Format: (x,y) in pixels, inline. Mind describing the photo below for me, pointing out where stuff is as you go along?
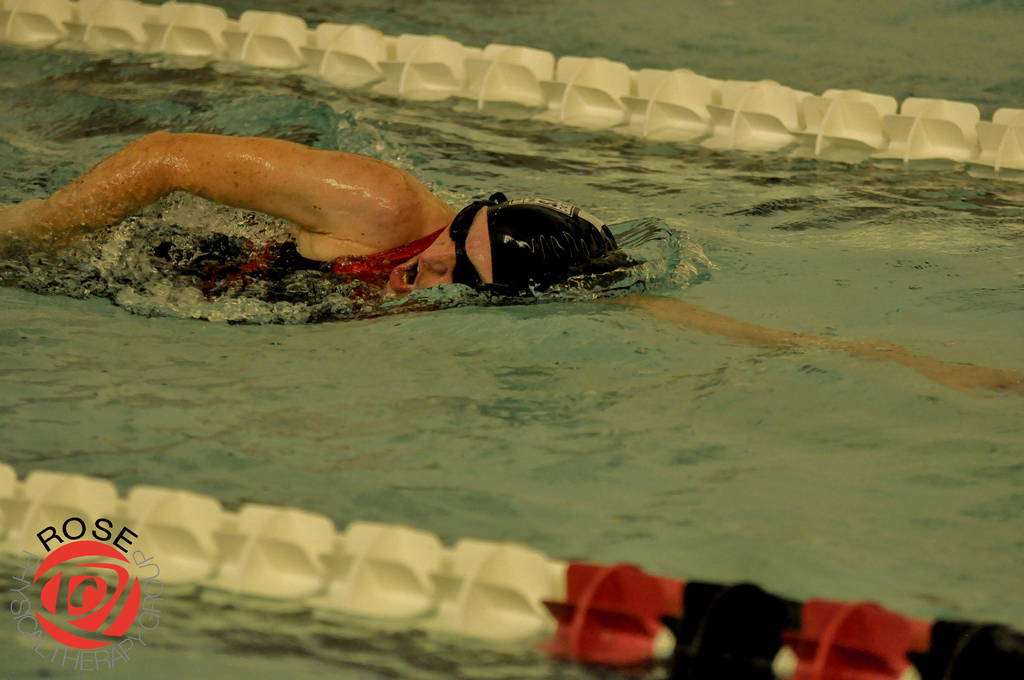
In the image we can see water (190,96), in the water (142,269) we can see a person (362,171) is swimming and we can see two ropes (837,121).
